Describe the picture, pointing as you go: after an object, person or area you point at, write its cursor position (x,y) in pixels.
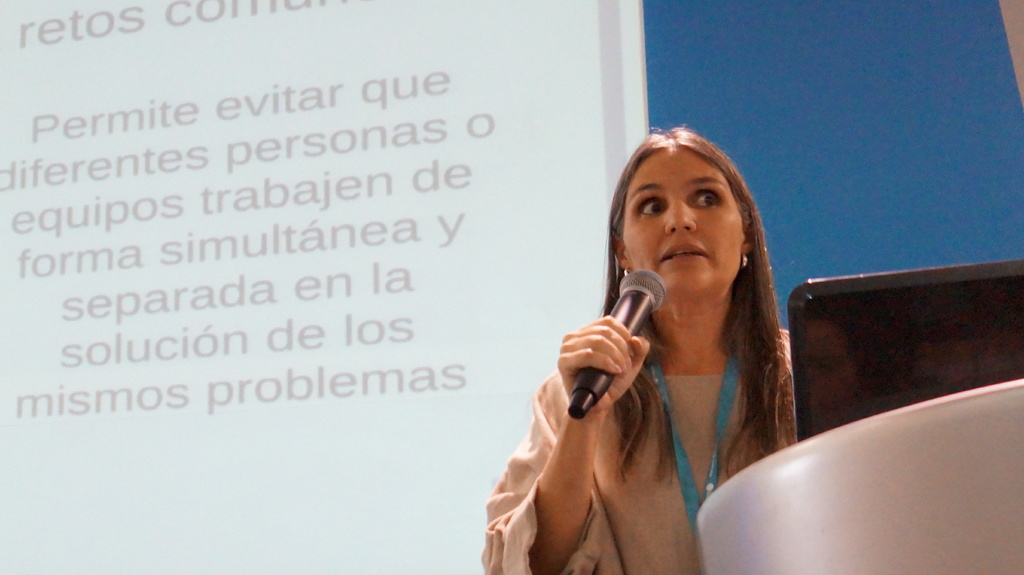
In this picture there is a woman (559,471) standing and holding a microphone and we can see objects (925,336). In the background of the image (354,243) we can see screen (288,384).
